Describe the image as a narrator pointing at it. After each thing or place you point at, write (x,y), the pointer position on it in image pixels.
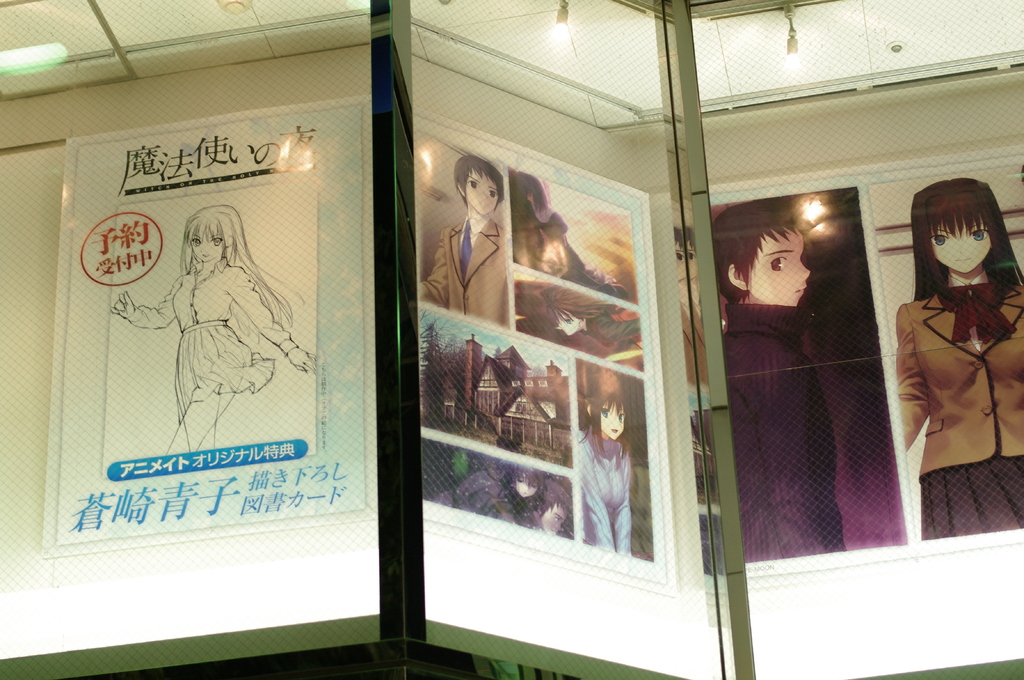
This image is taken indoors. In this image there is a wall (643,614). There are a few picture frames (471,322) and posters (200,521) on the wall (118,112). There are a few lights (49,50) and there are a few glasses (519,585).
